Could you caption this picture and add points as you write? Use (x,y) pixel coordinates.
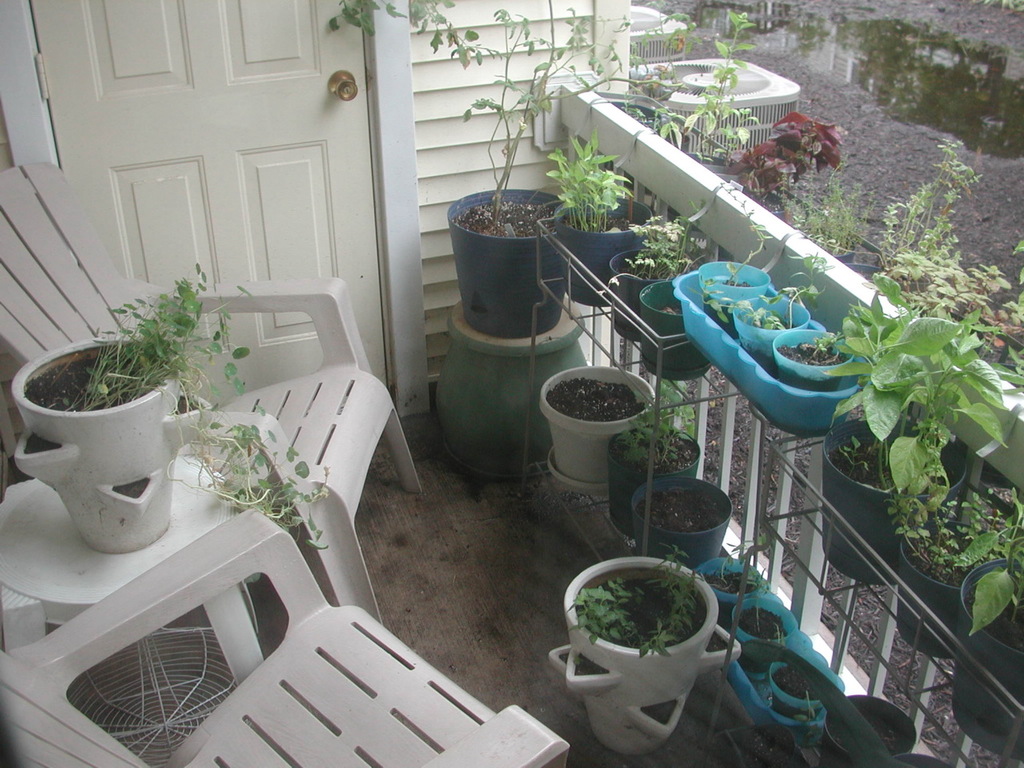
In this image I can see two white colored chairs (291,668), a table (62,559) and a flower vase (144,460) with plant (141,372) in it on the table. I can see number of flower vases (650,569) with plants (972,553) in them, the railing (610,103), the door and the wall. In the background (906,64) I can see the ground (924,150), some water (956,73) and two white colored objects (792,81) to the building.
